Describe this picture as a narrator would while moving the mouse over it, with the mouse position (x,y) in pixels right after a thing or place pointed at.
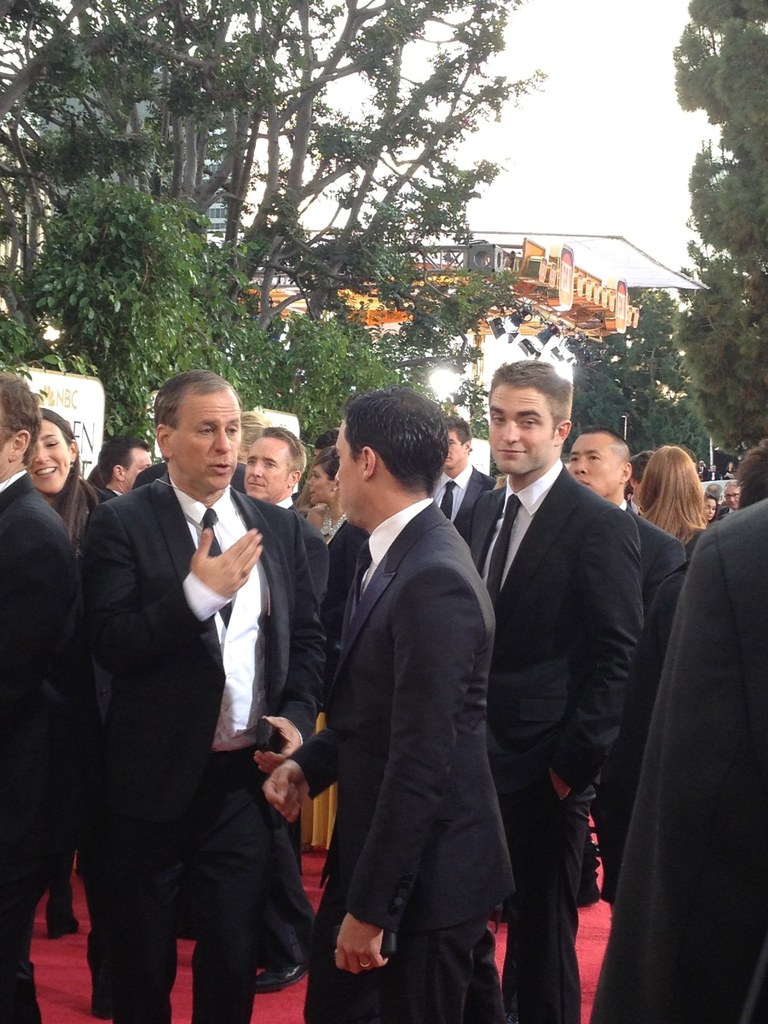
In this image, I can see a group of people (464,475) standing. There are trees (463,369), focus lights (560,355) and a truss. In the background (543,124), there is the sky (342,218) and I can see a building (218,220) behind the trees (378,215).
